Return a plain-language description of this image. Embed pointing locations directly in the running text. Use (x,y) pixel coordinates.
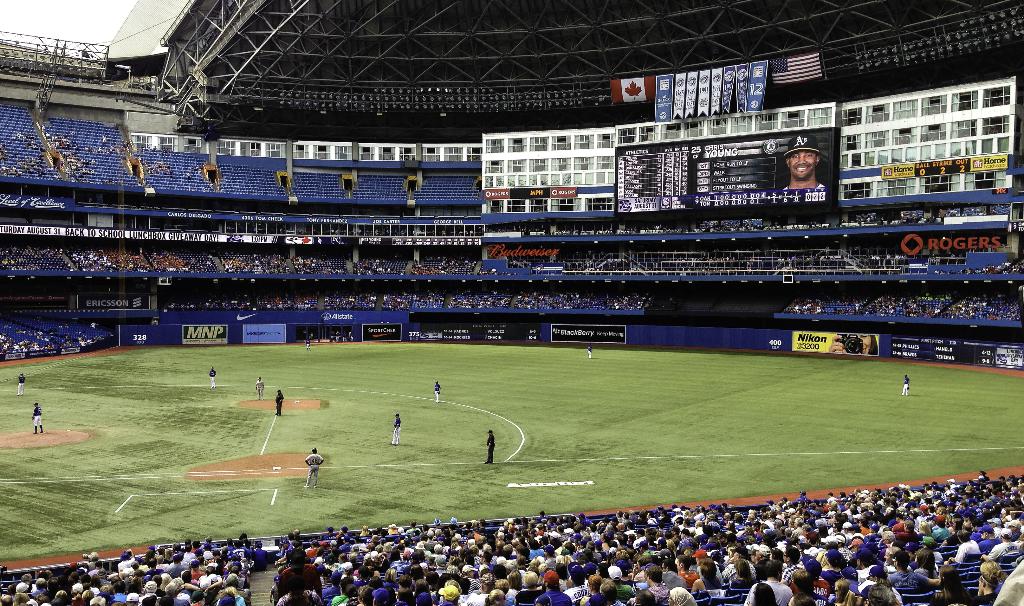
In this picture we can see group of people (558,542) and few people (488,453) playing game in the ground (445,444), in the background (298,185) we can see few metal rods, chairs (316,186), hoardings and a screen (749,175).
